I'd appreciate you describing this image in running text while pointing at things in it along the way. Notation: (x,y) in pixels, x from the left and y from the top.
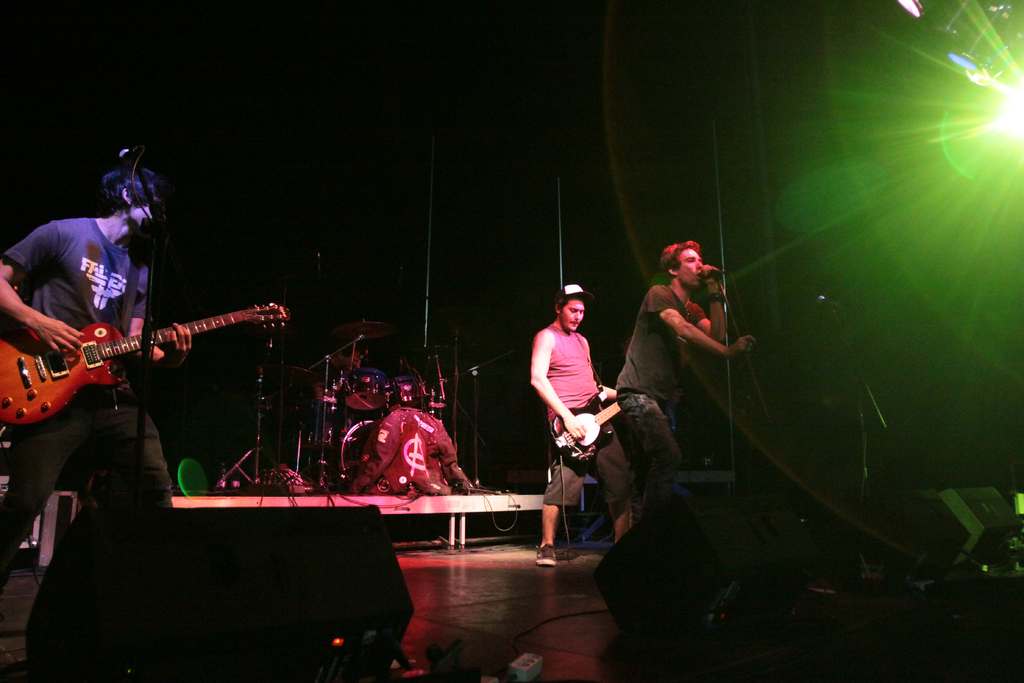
In this picture we can see three people (559,344) performing on stage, on the left side of the image (111,338) one man (102,307) is playing a guitar (96,353), on the right side of image (686,339) one man (693,328) is holding the microphone (708,274) and singing, backside of this man (657,362) we can see another man (574,367) playing guitar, on the right side of this image (997,109) we can see a light (1003,120), in the background (365,396) there are some musical instruments (382,382).
